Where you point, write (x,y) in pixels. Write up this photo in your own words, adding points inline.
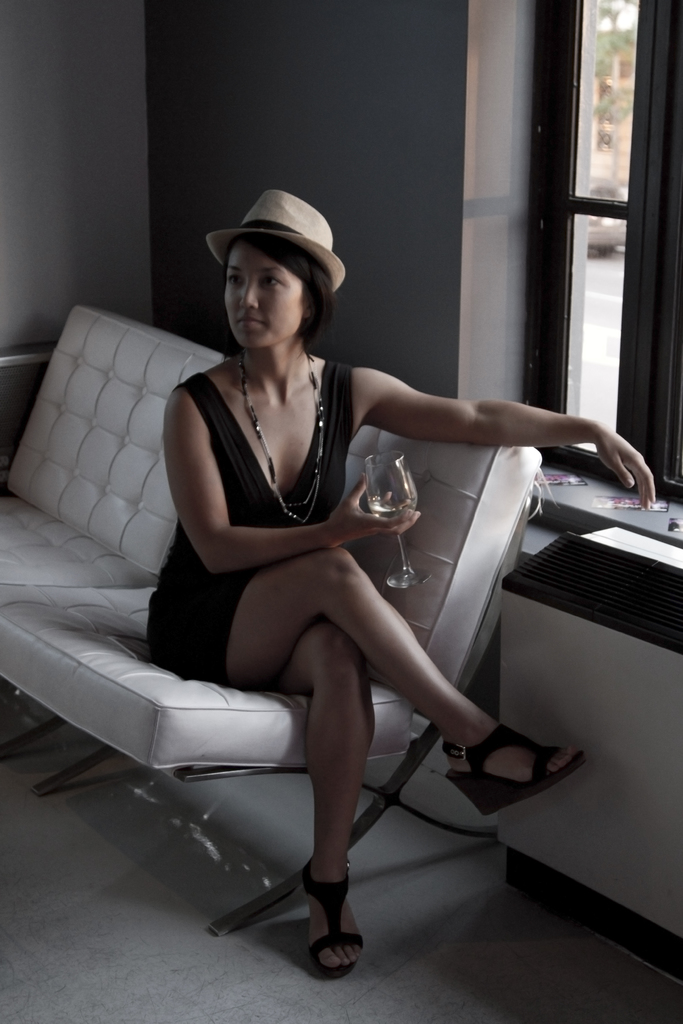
This image consist of a woman (204,601) wearing black dress (191,601) and a hat (291,242). She is sitting on a white sofa (171,752). At the bottom (173,940), there is a floor (155,900). To the right (621,174), there is a window (541,143). In the background (180,119), there is a wall (152,140).
